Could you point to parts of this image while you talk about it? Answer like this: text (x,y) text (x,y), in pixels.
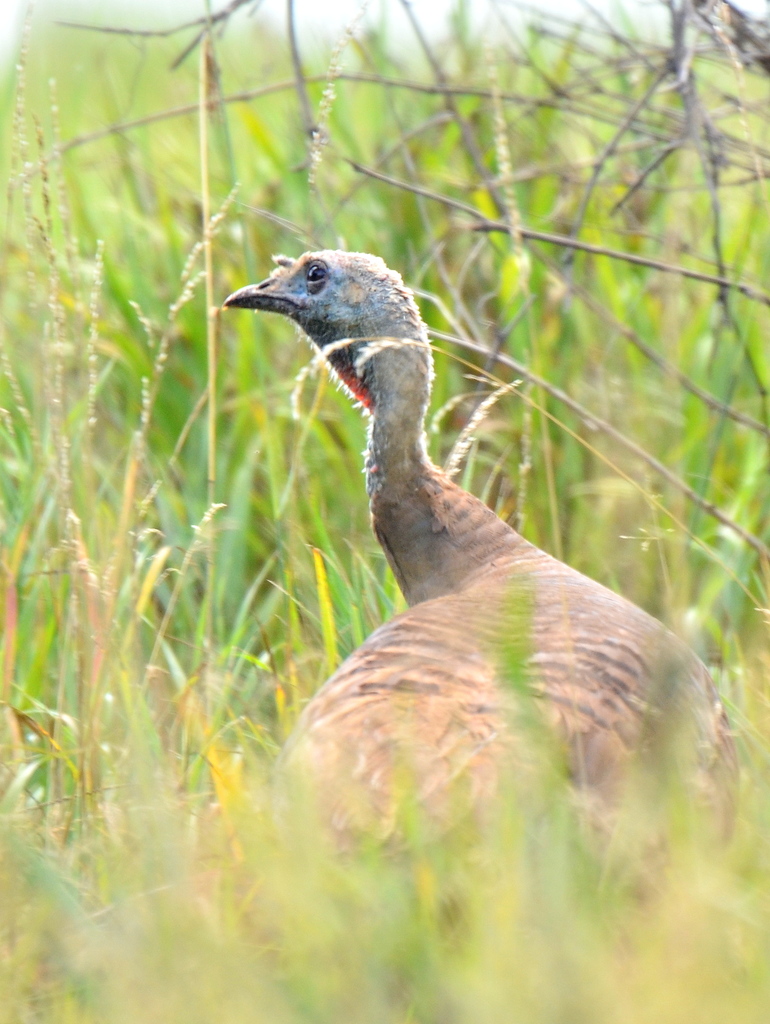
In this picture I can observe a bird (369,435) in the middle of the picture (424,558). In the background (234,564) I can observe some grass (169,343) on the ground (169,486).
